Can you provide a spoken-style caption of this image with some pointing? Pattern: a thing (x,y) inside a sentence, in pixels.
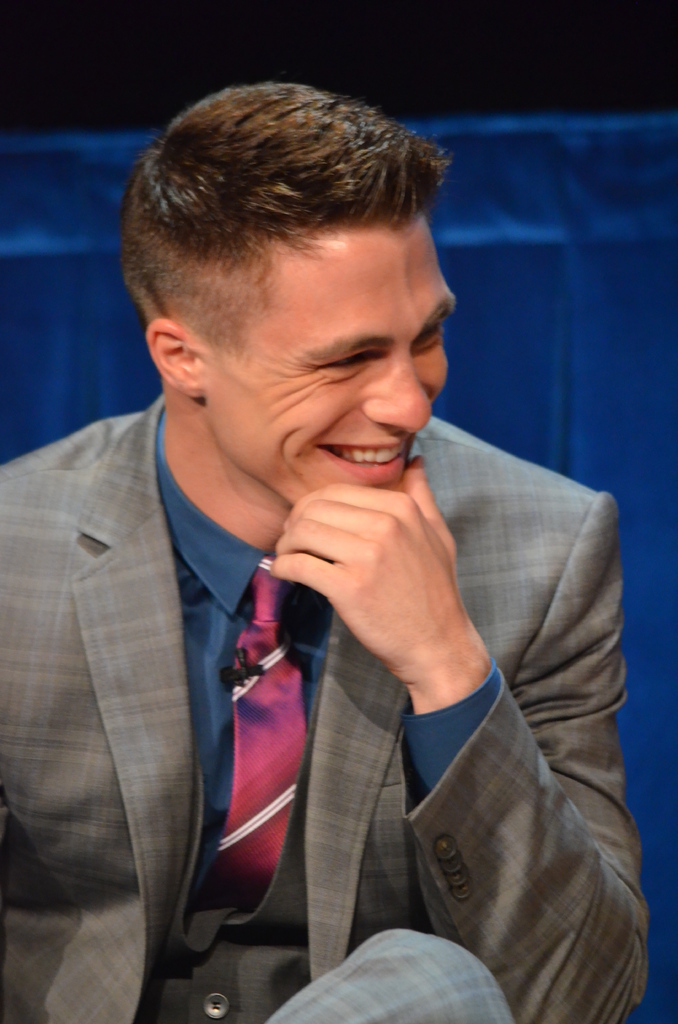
In this image we can see a person (387,695) wearing a suit (399,690), behind him there is a blue colored cloth (524,331).
